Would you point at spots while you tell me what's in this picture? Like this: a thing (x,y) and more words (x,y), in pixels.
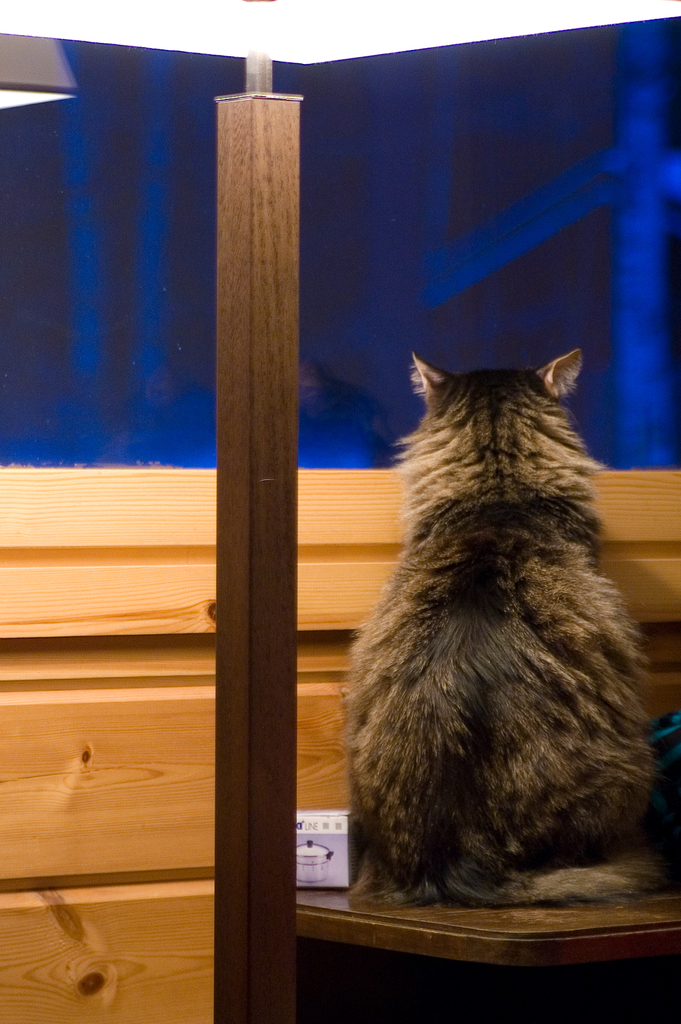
This is a picture, In the picture the cat (503,754) is sitting on the table (492,918). Background of the cat (458,548) is a window (415,225) which is in blue color.
